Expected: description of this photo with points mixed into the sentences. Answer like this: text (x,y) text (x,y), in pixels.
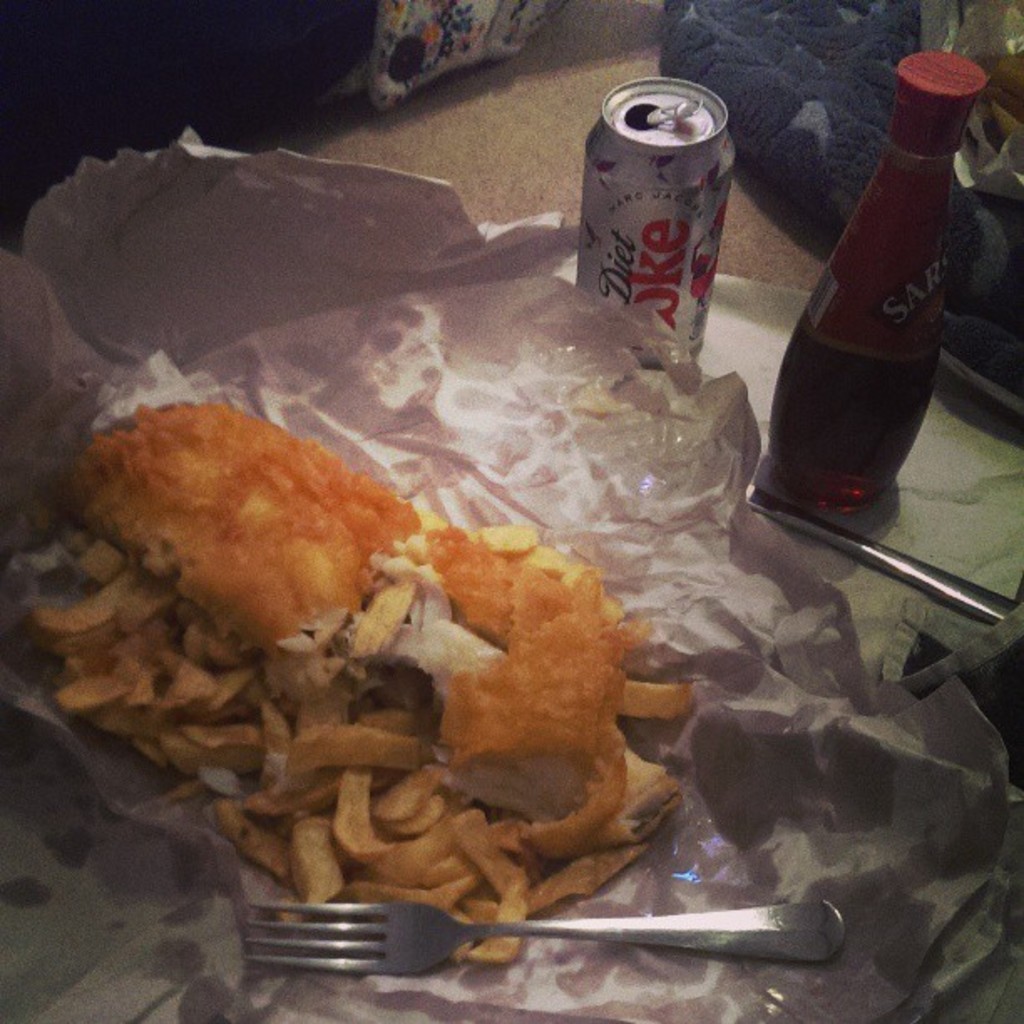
In this image there is a food (338,684) on the paper (402,393), in the center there is a fork (428,943). At the right side (866,295) there is a bottle (849,312) and a tin can of diet coke (660,252).
